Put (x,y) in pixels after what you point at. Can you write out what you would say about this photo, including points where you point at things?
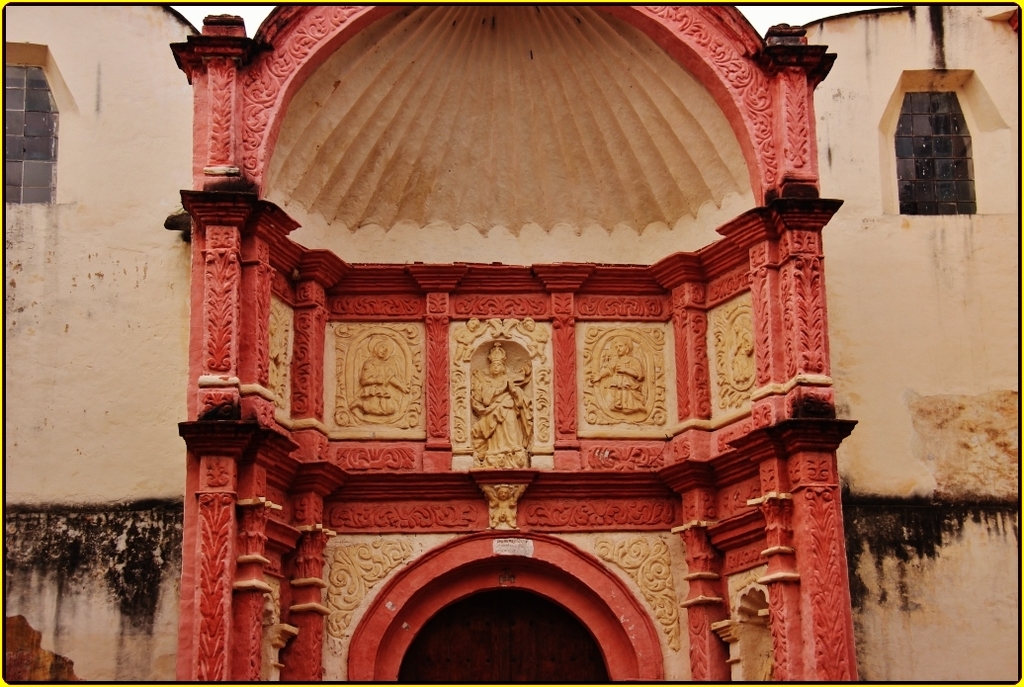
In this image I can see the building (112,258) which is cream, pink and black in color. I can see few sculptures (478,453) on the entrance (465,387) of the building (540,410) and I can see two windows (941,134) of the building (910,179) which are black in color. In the background (244,19) I can see the sky (763,26).
